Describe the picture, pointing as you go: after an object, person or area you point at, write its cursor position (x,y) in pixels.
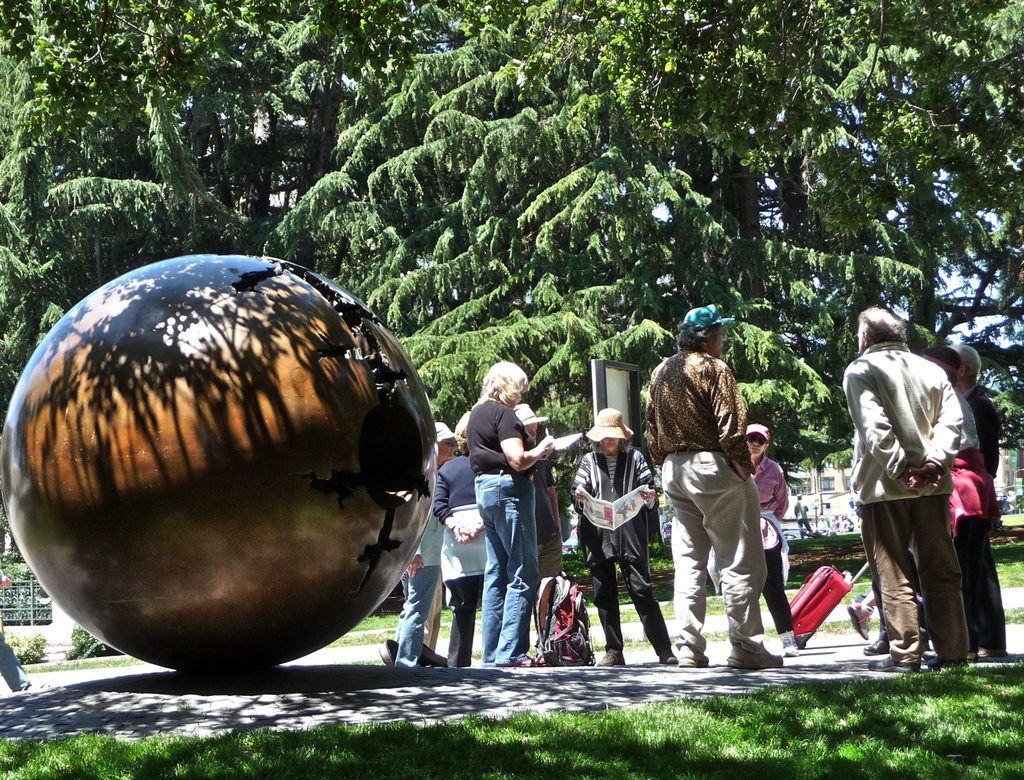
In this picture I can see there are few people (776,602) walking, holding the luggage (817,601) and few are standing and there are trees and grass (198,779) on the floor (256,743).
